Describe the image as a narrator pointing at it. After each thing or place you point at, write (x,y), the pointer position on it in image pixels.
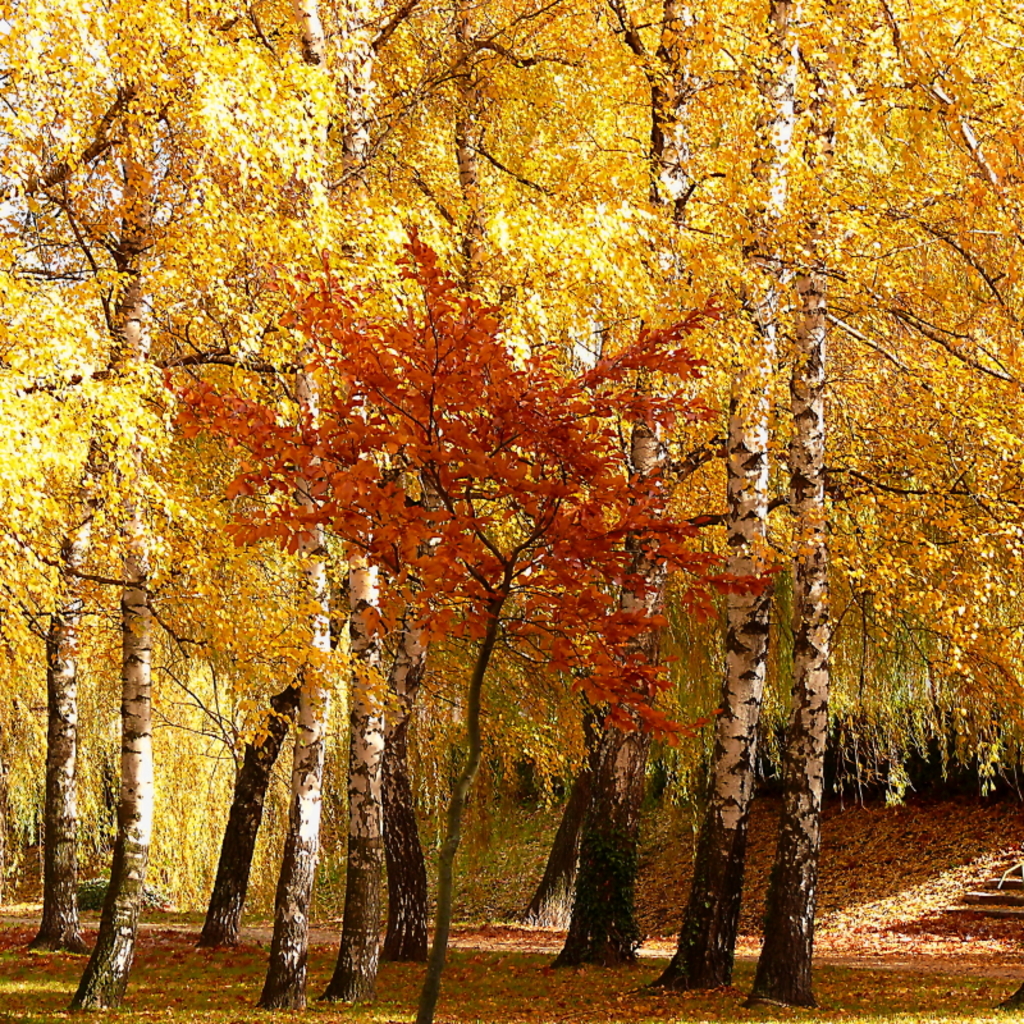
In this image I can see many tree (377,814) on the ground (133,970). The leaves (45,447) are in yellow and orange colors.
